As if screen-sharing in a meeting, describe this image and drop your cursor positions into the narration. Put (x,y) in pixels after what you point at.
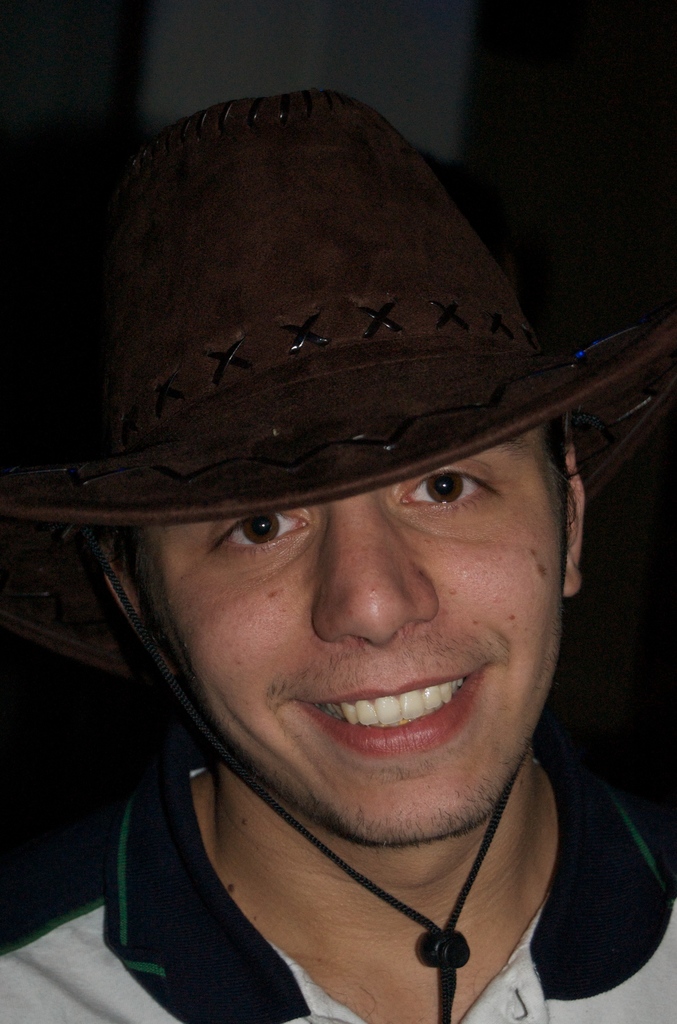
In this image we can see a man (393,683) with hat (267,379) on his head (442,617). In the background (75,9) the image is dark and not clear to describe.
